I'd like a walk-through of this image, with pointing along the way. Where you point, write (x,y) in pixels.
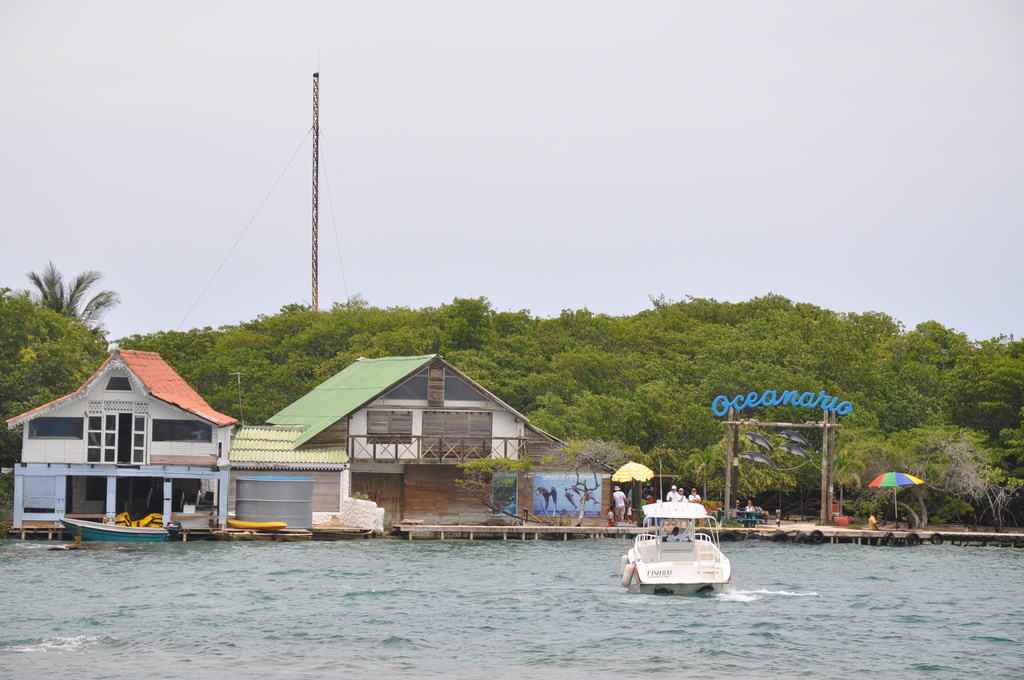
In this picture I can see a person (674,537) in the boat (626,561). I can see another boat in the water (389,649). There are a few houses (442,492), umbrella (645,468), some people (649,496) poster (558,508) and other objects (785,398) are visible on the walkway (960,532). I can see some trees (491,350) and a pole (316,297) in the background (306,329). To this pole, I can see a few wires (332,208).
